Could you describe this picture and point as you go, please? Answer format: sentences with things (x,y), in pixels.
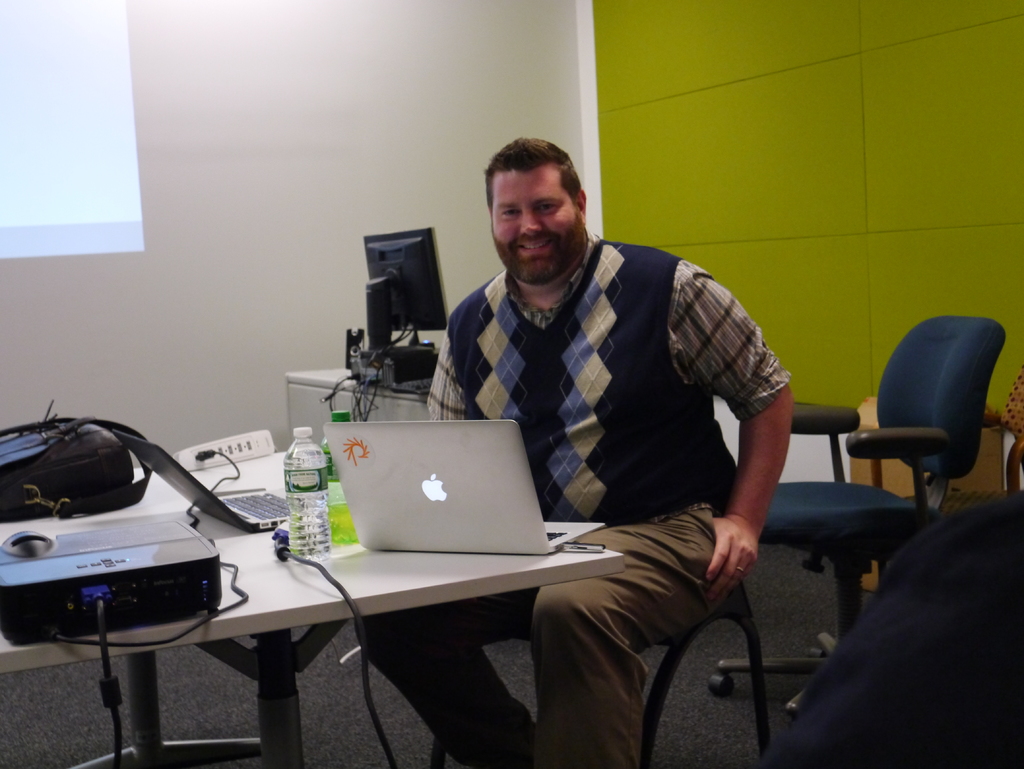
In this image, In the left-side there is a white color table (453,577) on that table (229,470) there is a black color object (129,602) and there is a laptop (413,512) in white color and in the right side (939,413) there is a chair (912,427) in blue color, In the background (264,107) there is a white color wall (399,98) and in right side (744,97) there is a green color wall (747,127) and there is a person (645,569) sitting on the chair (682,639) in the middle (622,449).
